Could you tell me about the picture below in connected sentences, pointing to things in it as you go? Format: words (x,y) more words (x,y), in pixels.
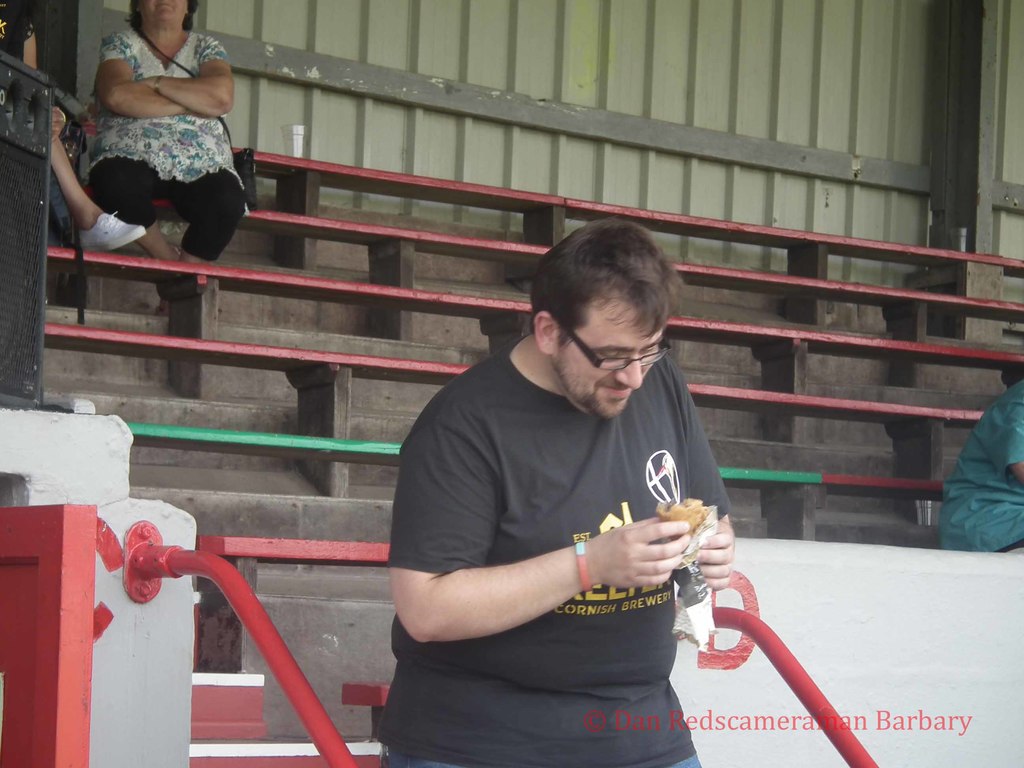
In this picture I can see a man (534,436) standing in front (655,470) and I see that he is holding food (681,506) in his hands (629,582) and I can see the red color rods (331,757) on either side to him. In the background (327,167) I can see the benches (847,283) and I see 3 persons (190,164) sitting.
